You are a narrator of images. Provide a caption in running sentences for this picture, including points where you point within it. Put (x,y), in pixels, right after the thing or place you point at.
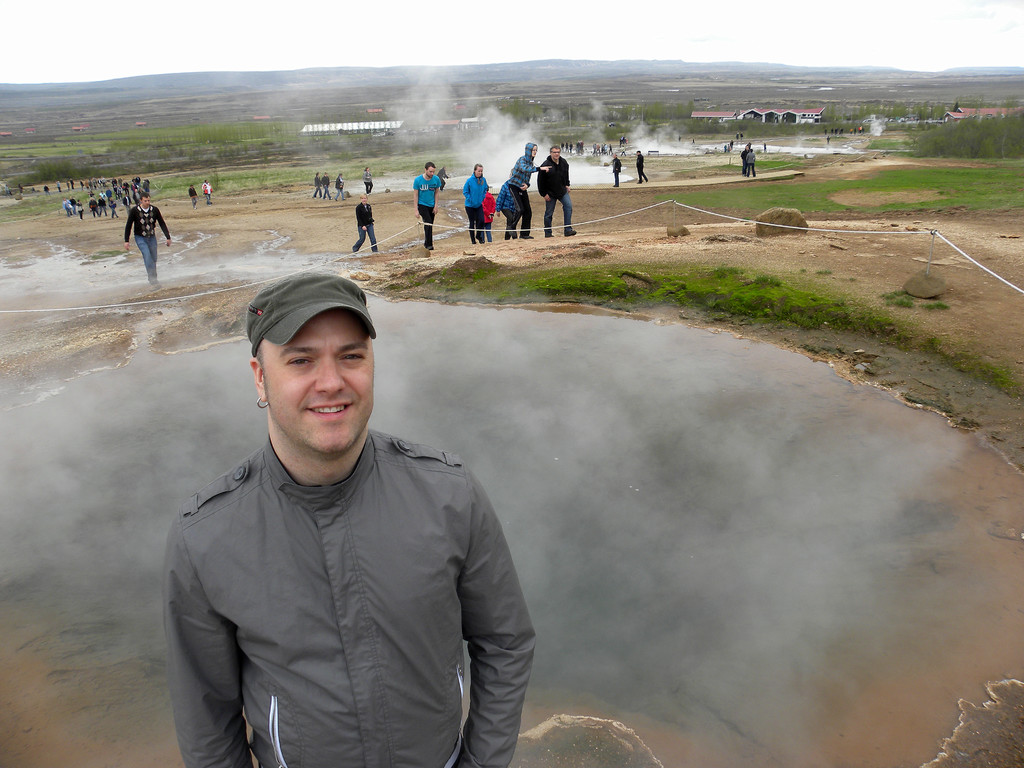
In the picture I can see people (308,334) walking on the ground (343,247). In the background (396,429) I can see the water (519,415), grass (627,298), rocks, trees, buildings (376,124), the sky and some other things (521,137).
